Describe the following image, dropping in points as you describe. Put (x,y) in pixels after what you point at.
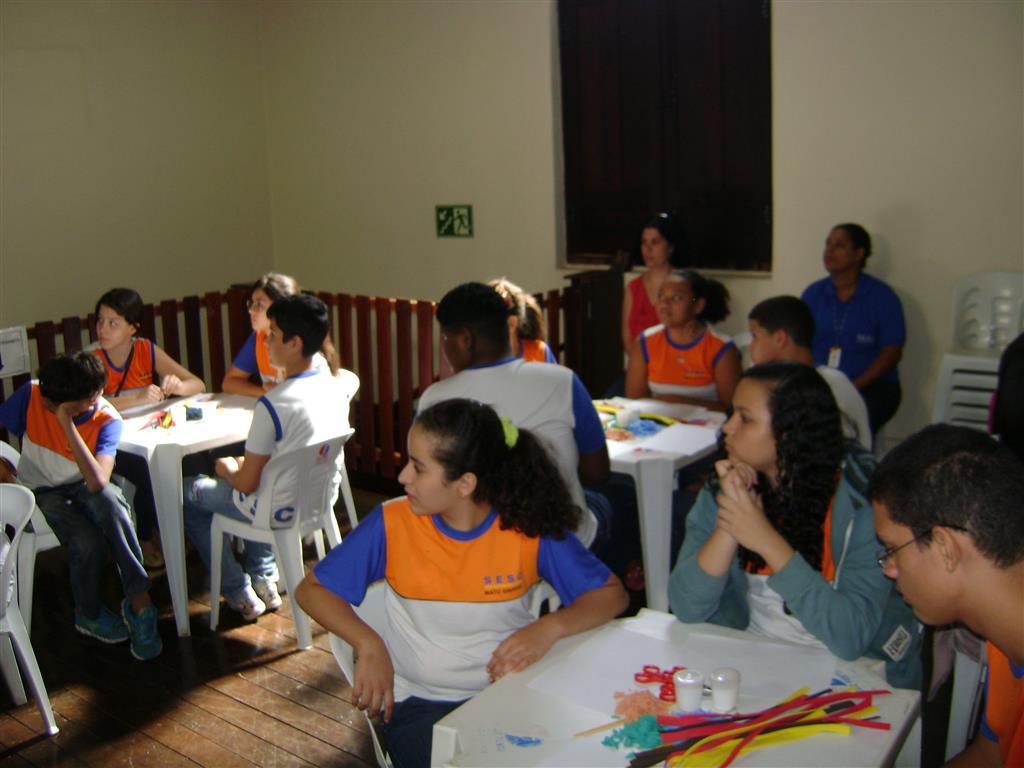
In this image i can see there are group of people (305,415) are sitting on a chair (229,528) in front of a table (171,457).
